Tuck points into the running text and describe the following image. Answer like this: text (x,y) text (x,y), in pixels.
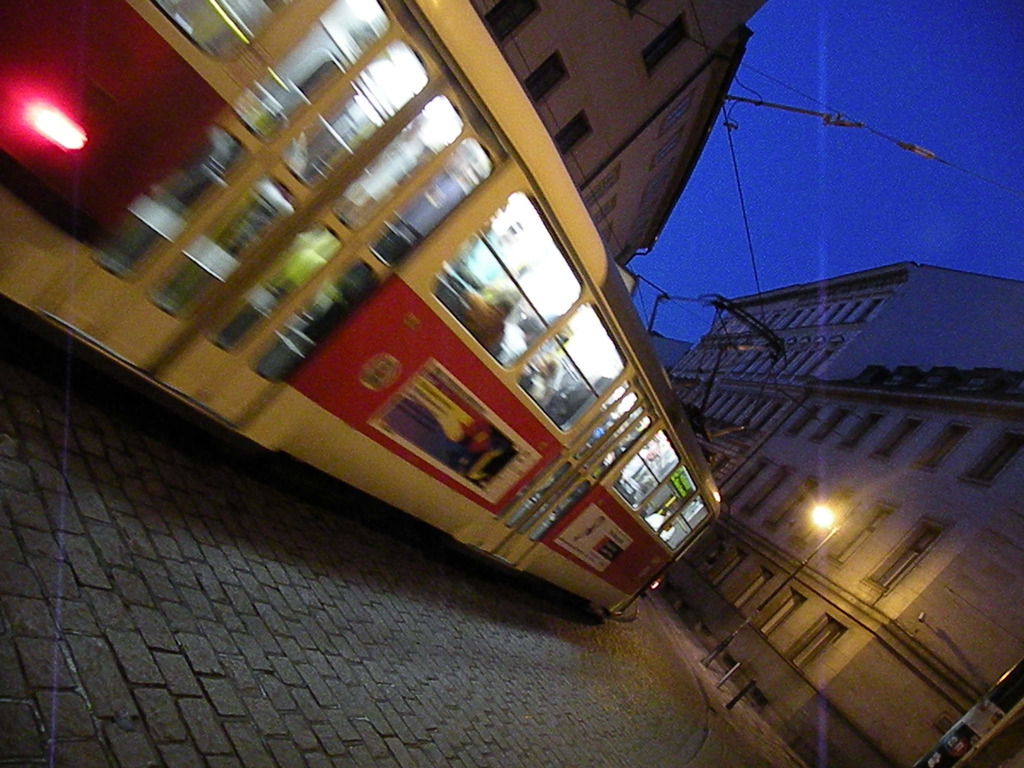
In this image I can see a tram (584,542) and in it I can see number of people (537,364). I can also see few buildings (788,517), a pole (771,593), a light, few wires (823,119) and the sky (803,189).
